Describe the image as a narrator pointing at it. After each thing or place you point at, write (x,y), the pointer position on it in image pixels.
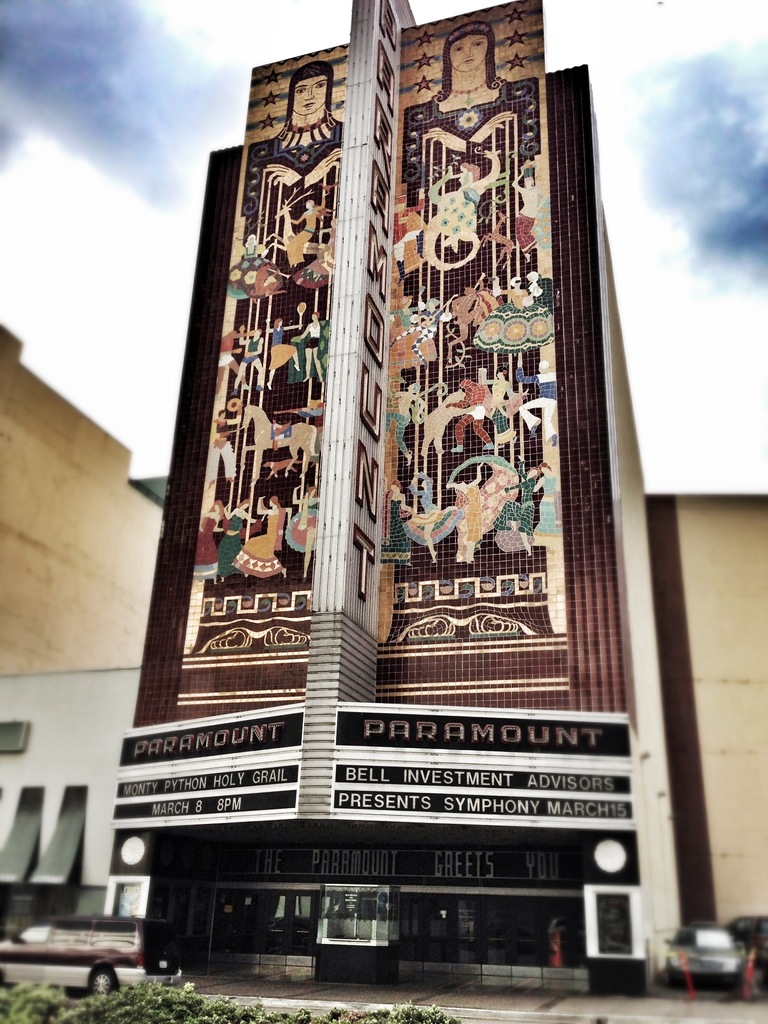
In this image we can see buildings (383,629). In front of the building (481,814) cars (106,962) are there. At the top of the image (113,164) clouds (152,203) are present.
